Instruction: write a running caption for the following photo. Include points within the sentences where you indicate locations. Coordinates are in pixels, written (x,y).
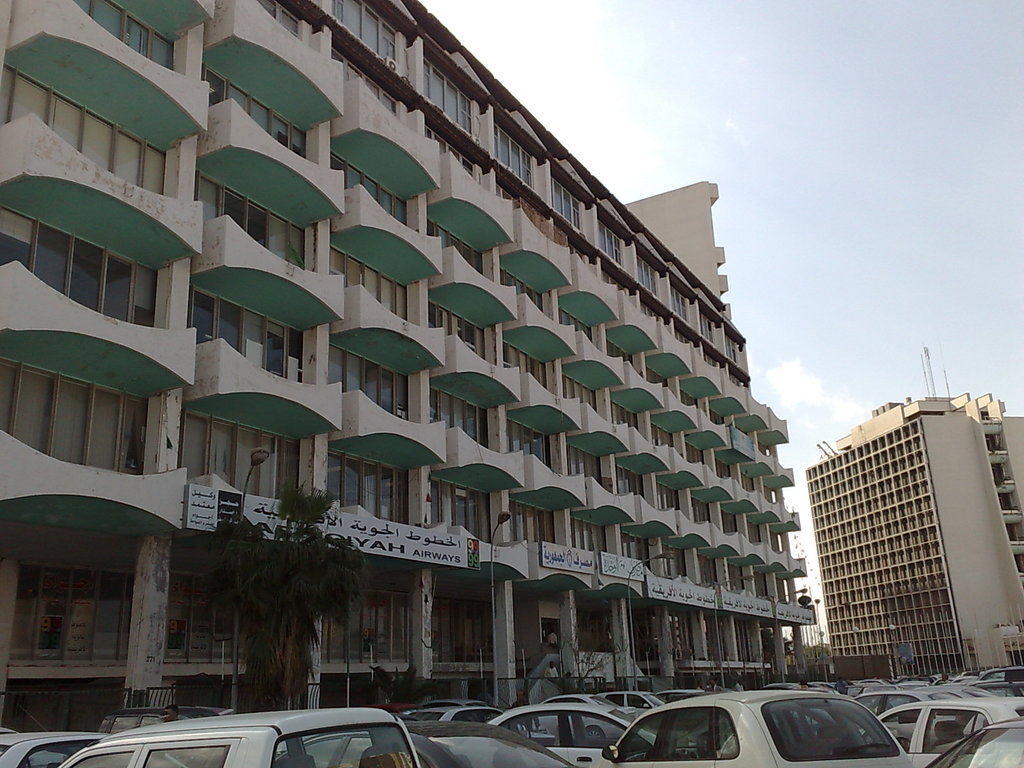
In this image in the center (579,383) there are some buildings (965,605), trees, pillars (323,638) and at the bottom (449,716) there are some vehicles (832,719). And at the top of the image (775,137) there is sky (836,141).
